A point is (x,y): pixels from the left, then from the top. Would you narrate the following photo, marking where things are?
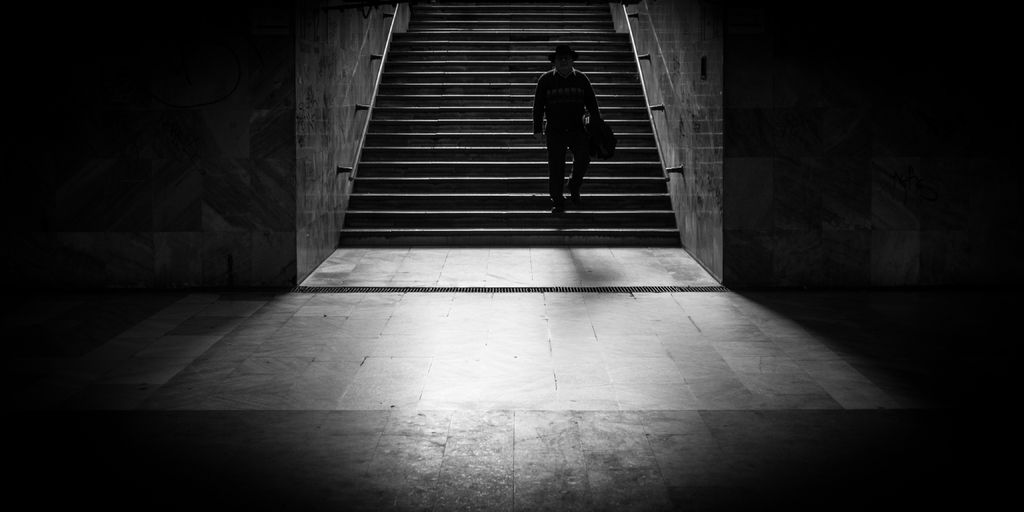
In the picture I can see a person (558,162), steps (476,237), a wall (243,85) and some other objects (588,131). This picture is black and white in color.
